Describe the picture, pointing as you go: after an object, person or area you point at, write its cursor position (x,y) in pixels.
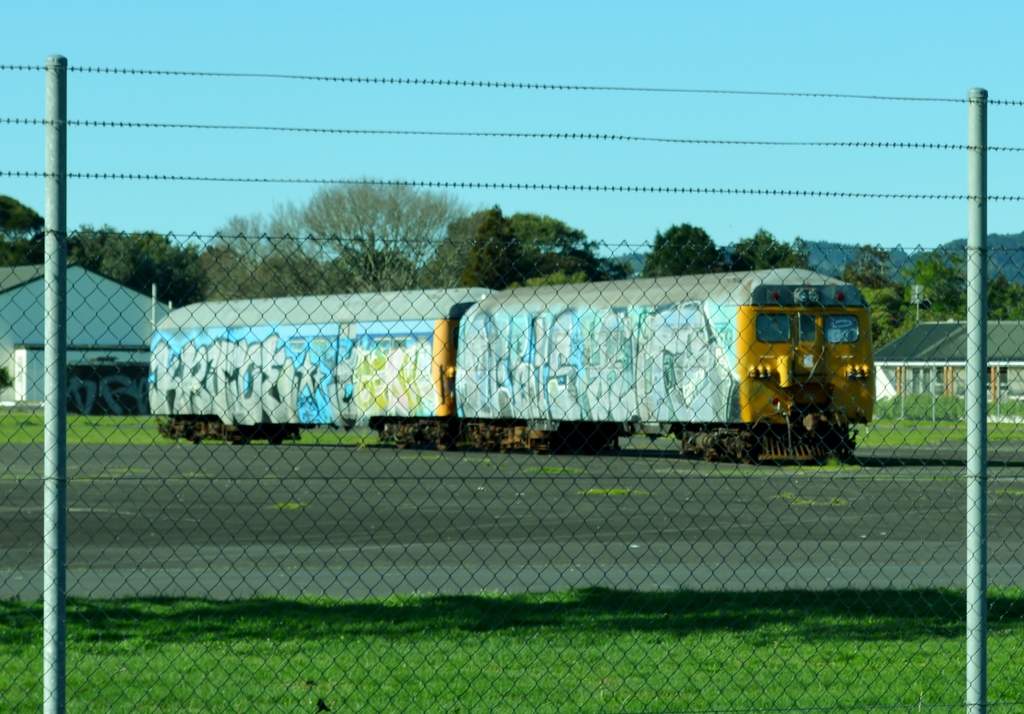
In this image there is a train (558,369) on the road (786,515). Behind there is a house (82,351) near grassland (109,432). Right side (946,410) there is a house (898,348), before it there are few plants (904,413) on grassland (932,435). Front side of image there is a fence (969,430), behind there is a grassland (360,672).
